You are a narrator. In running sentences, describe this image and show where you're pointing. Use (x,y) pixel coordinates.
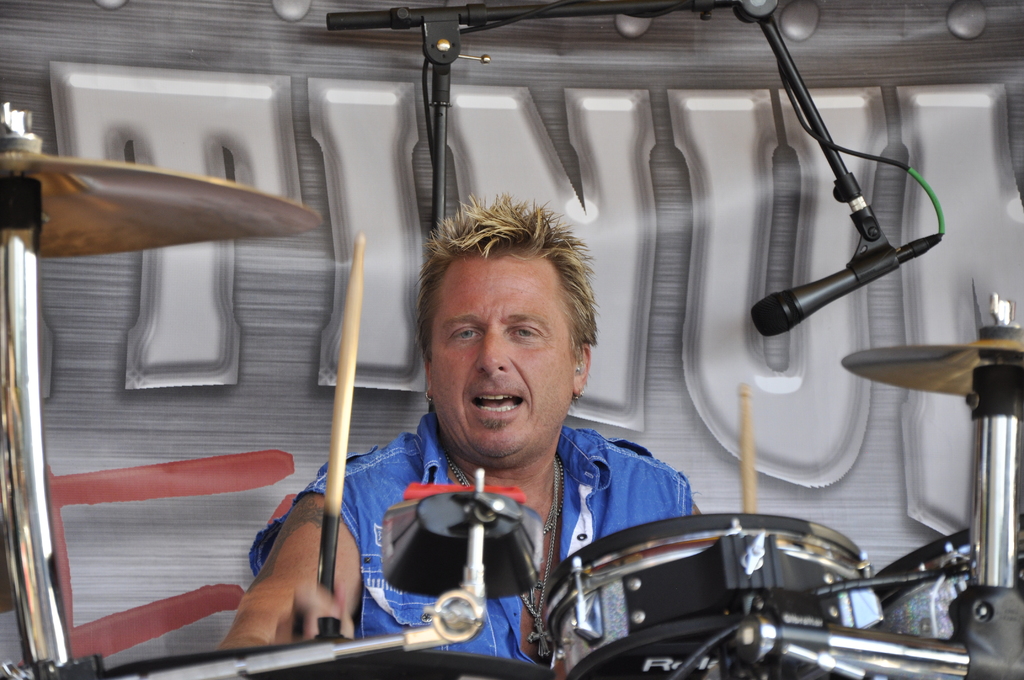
In this image there is a person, mic (828,284) and mic stand (758,6). There are sticks (353,358) and musical instruments (693,661). In the background of the image (698,225) there is a wall (300,118). Something is written on the wall (82,142).
